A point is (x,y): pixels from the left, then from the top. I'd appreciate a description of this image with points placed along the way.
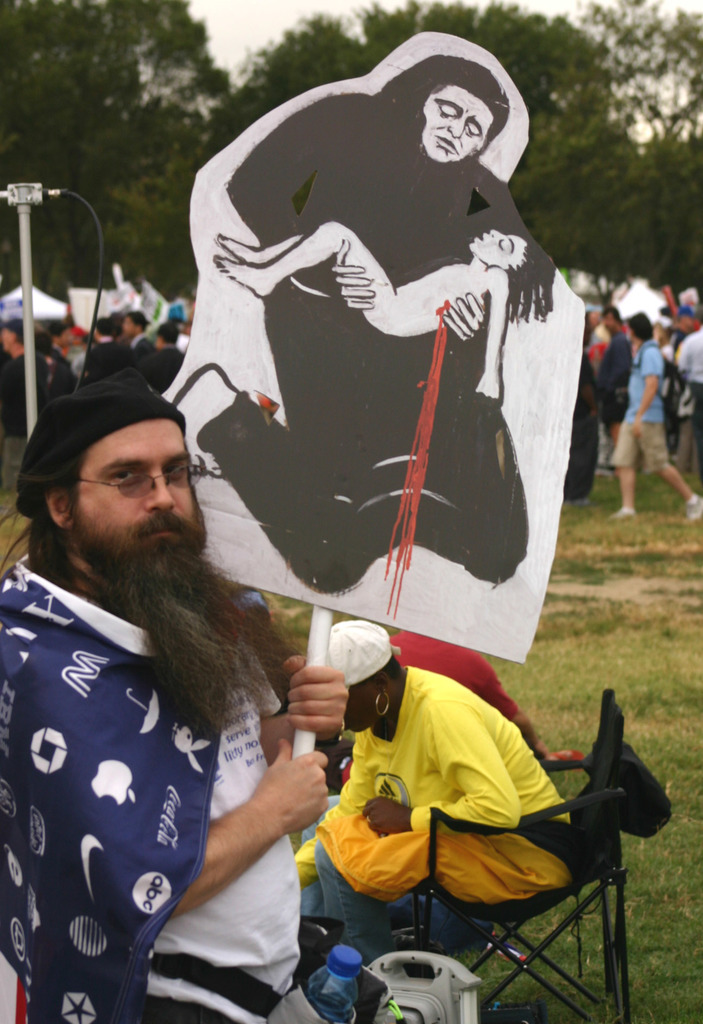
Here a man (88,811) is standing with a placard (250,127) in his hand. There are sketches (420,325), behind it there are trees (460,17).
